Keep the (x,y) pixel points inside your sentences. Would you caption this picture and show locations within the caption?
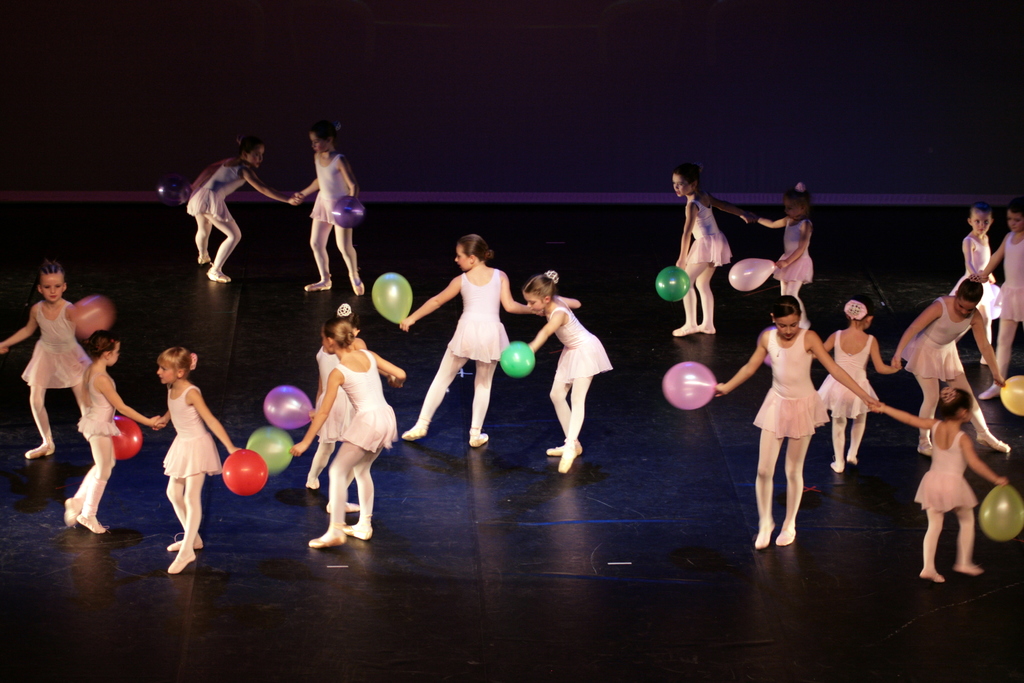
In this image I can see the group of people (476,400) dancing on the floor (442,593). And these people (356,415) are holding the balloons (707,370) which are in different colors. In the back (591,104) I can see the wall (591,104).
